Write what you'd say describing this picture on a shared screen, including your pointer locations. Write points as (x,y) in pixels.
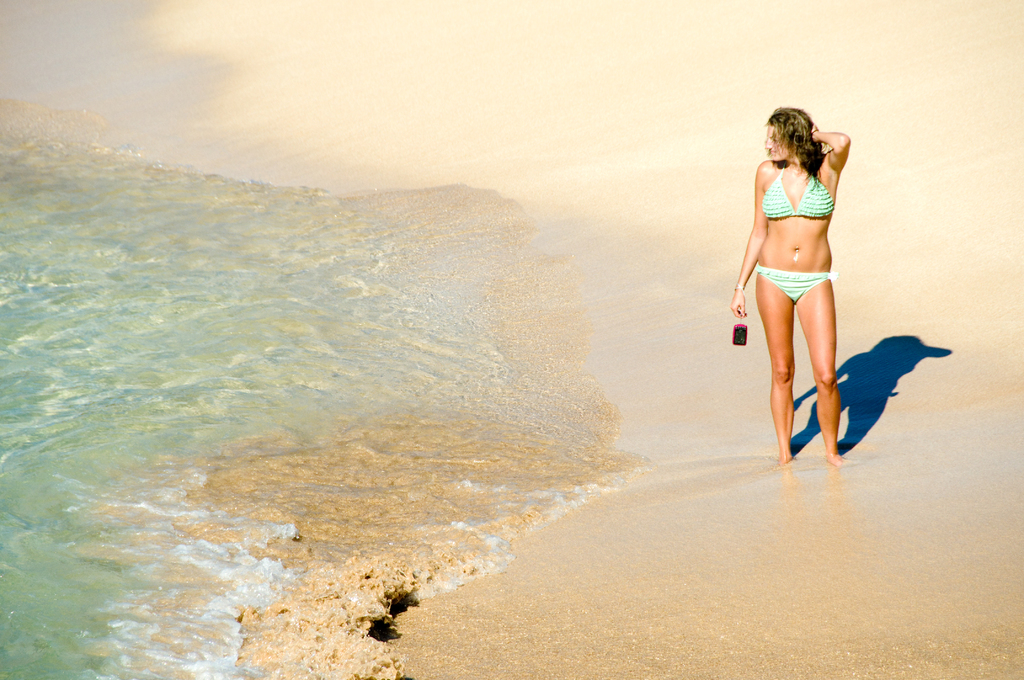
As we can see in the image there is a woman (775,388) holding device (742,343) and there is water (231,303).
